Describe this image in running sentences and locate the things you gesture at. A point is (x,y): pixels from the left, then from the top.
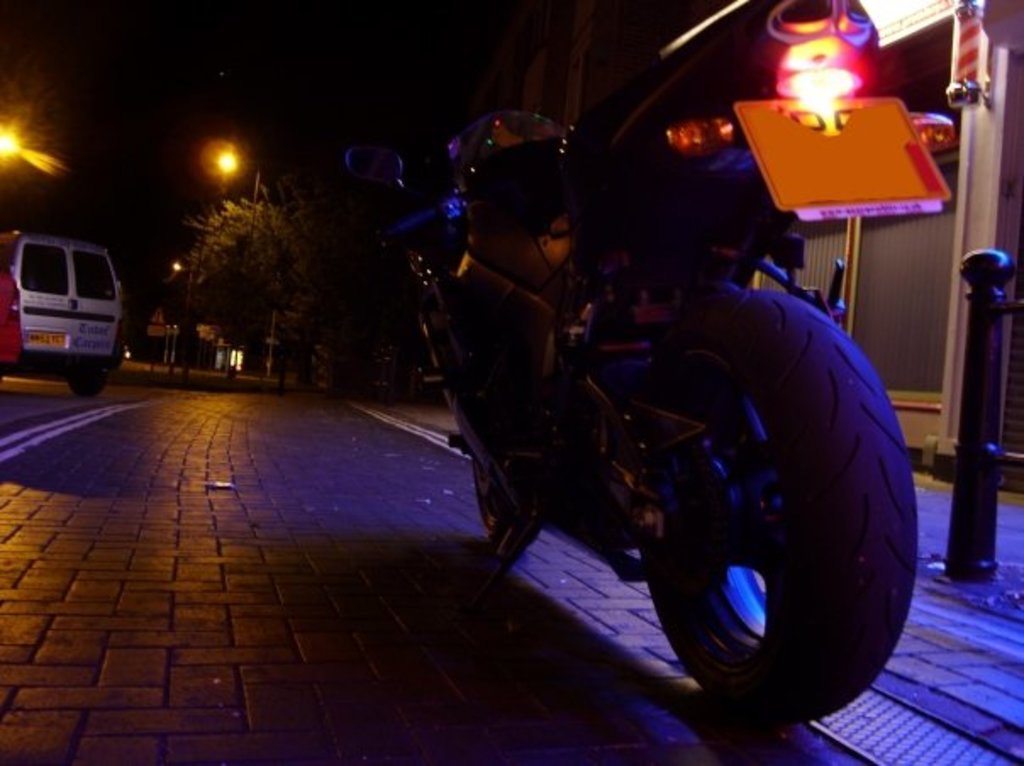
There is a bike (751,203) in the foreground area of the image (482,361), there are vehicles (103,322), lamps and trees (290,234) in the background (290,234).
